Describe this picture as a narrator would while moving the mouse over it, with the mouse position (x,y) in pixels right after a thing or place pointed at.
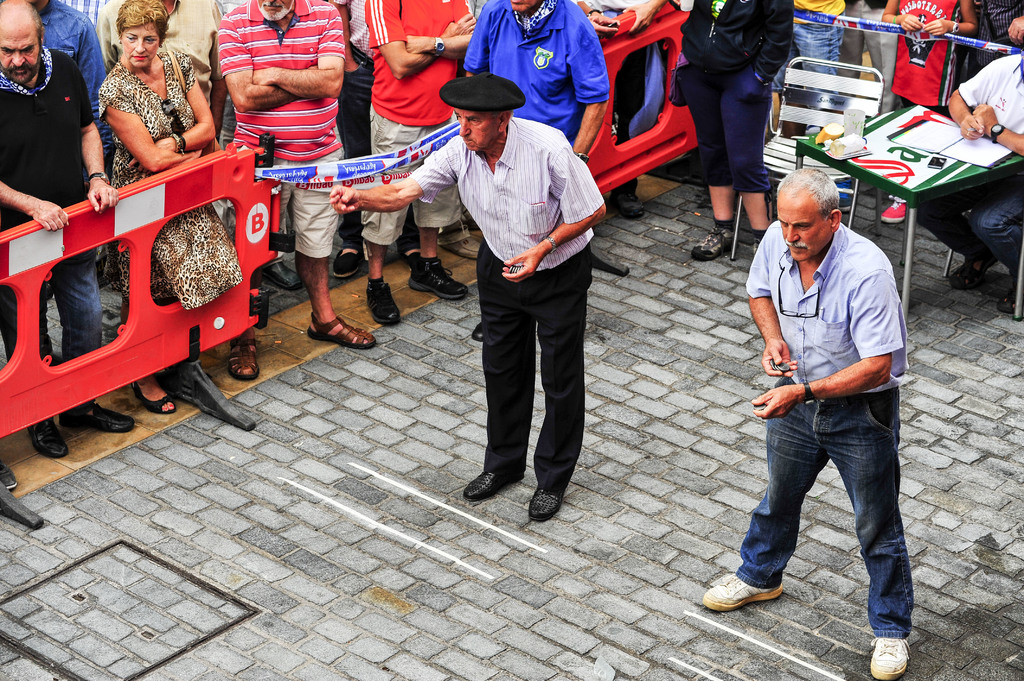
This picture describes about group of people (358,195), few are standing and a man (993,85) is seated on the chair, in front of him we can see few papers (917,132), glass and other things (852,135) on the table (910,160), and we can see few barricades (145,257).
